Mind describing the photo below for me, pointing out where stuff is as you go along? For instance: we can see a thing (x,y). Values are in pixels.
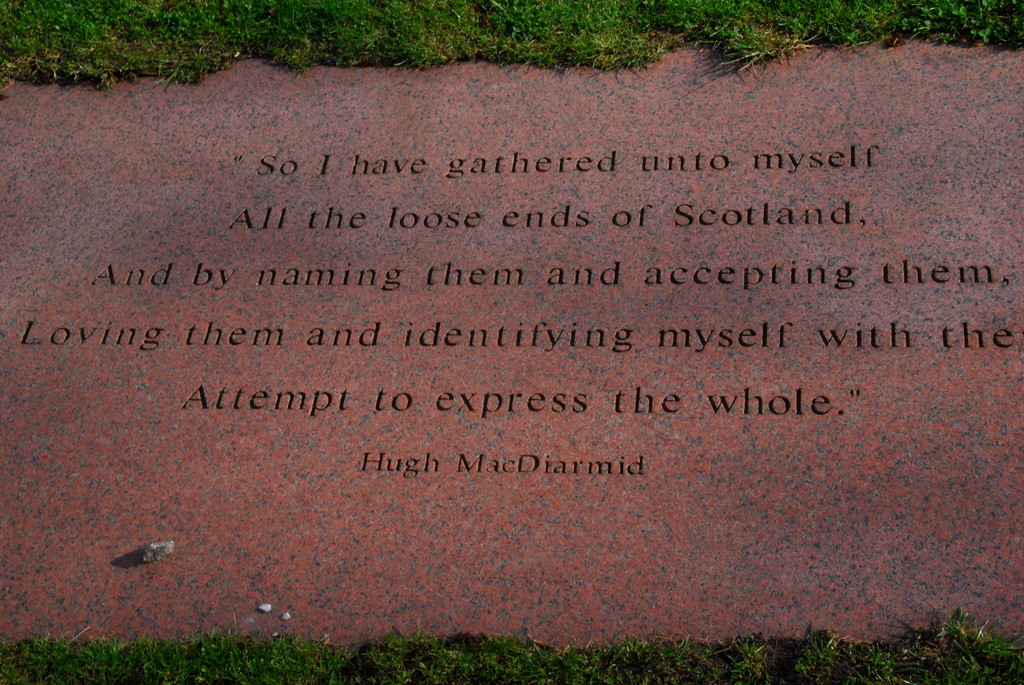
In the picture there is some quotation (108,273) on a marble floor (470,326), around the floor (568,71) there is some grass (1018,651).
